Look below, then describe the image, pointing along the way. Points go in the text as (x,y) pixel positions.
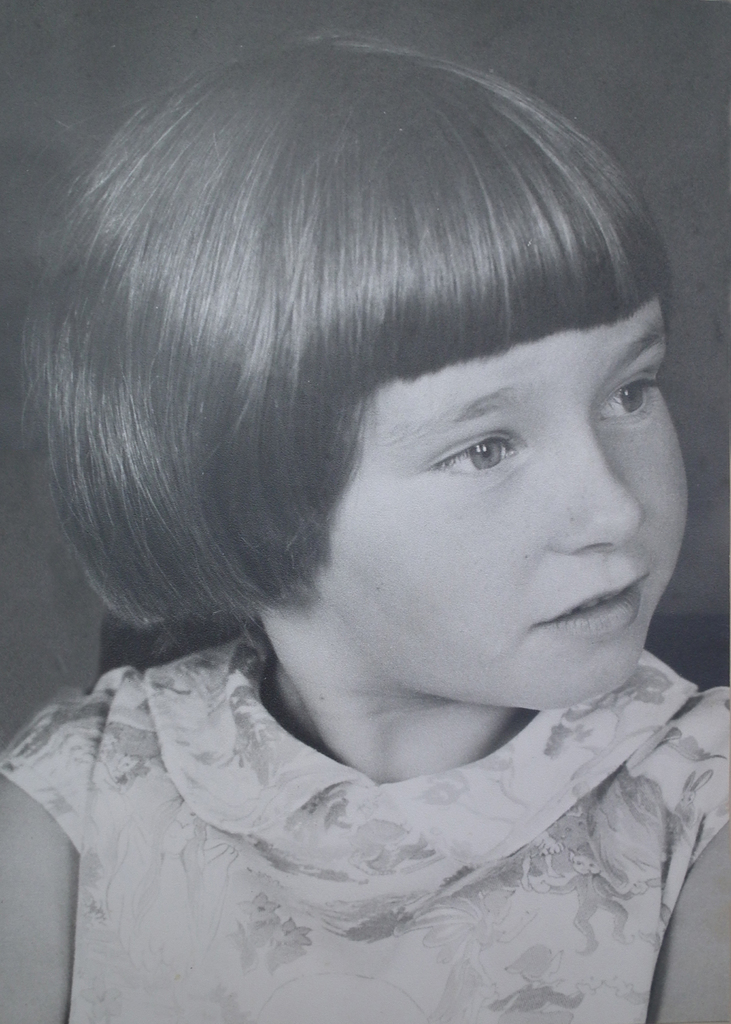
This is black and white image, in this image there is a girl (417,679).
